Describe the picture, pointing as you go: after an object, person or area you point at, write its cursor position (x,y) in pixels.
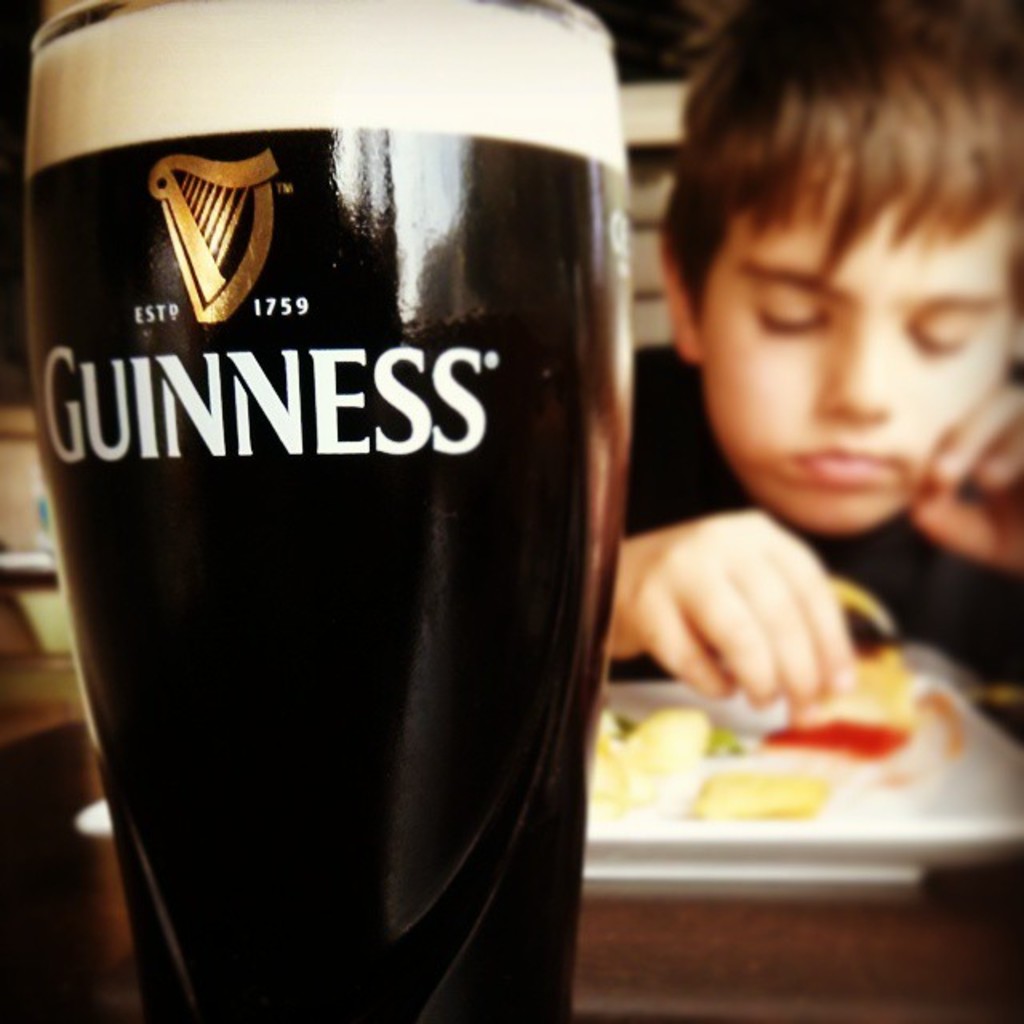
In this picture there is a glass (447,636) on the left side of the image (182,545) and there is a boy (849,400) in front of a food plate (654,742) on the right side of the image (710,829).
